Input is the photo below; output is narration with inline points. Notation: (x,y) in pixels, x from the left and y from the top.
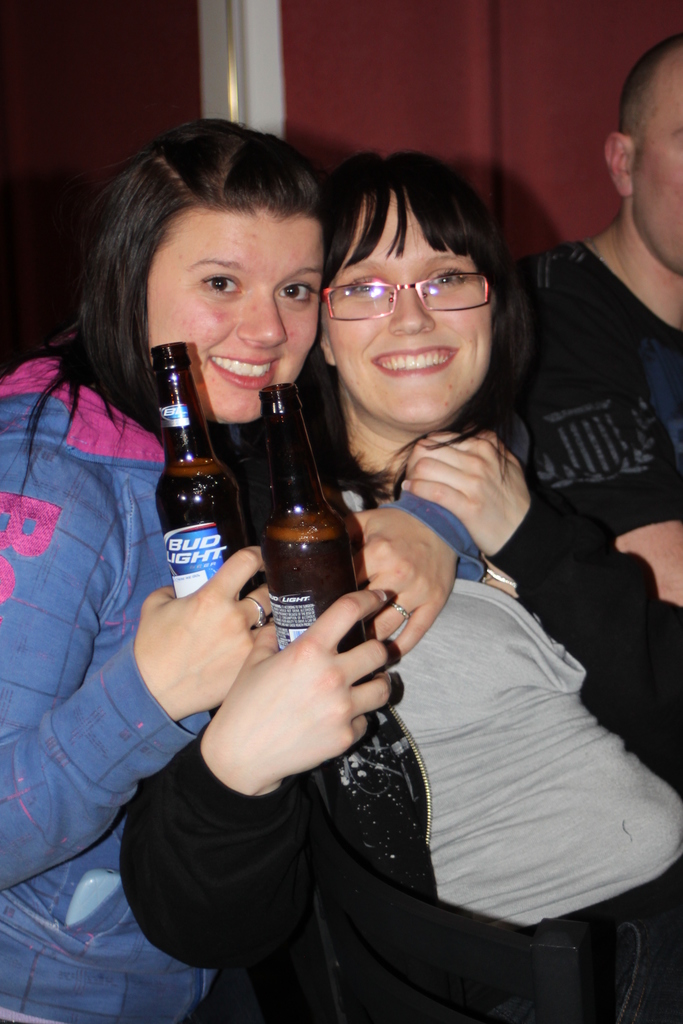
There are three people (538,530) in a room (548,191). In the center (261,560) we have a two people (637,635). They both are smiling. They both are holding a bottles (351,559).
